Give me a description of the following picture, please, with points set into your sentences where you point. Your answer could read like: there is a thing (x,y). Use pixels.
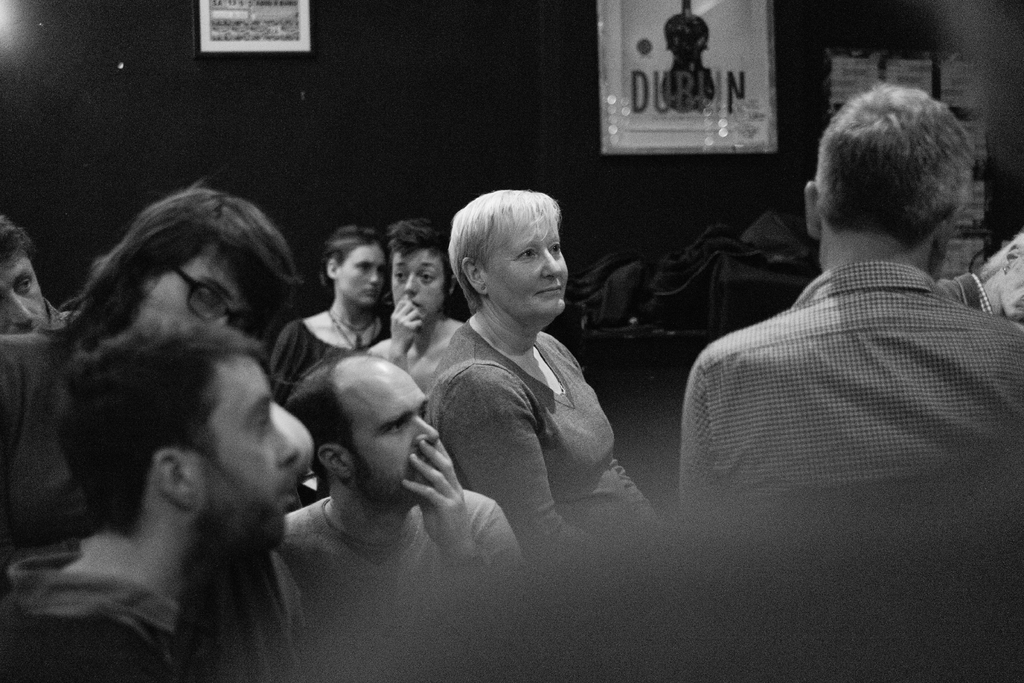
In this picture there are some men (214,447) and women (545,506) sitting and watching to the right side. In the front (803,440) there is a man (882,477) sitting on the chair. Behind there is a black wall (539,91) with two photo frames (216,34).
